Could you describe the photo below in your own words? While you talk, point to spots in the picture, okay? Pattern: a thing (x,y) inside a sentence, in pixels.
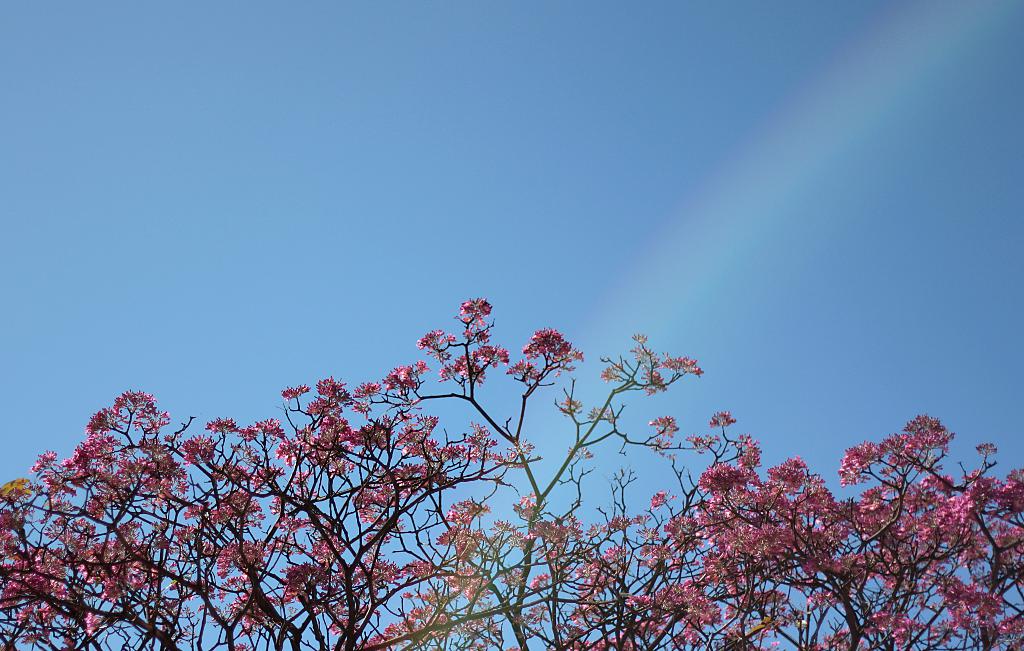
In this picture there is a tree (695,486) and there are pink color flowers (451,536) on the tree (153,524). At the top (406,180) there is sky (537,161) and there is a rainbow (765,189).
